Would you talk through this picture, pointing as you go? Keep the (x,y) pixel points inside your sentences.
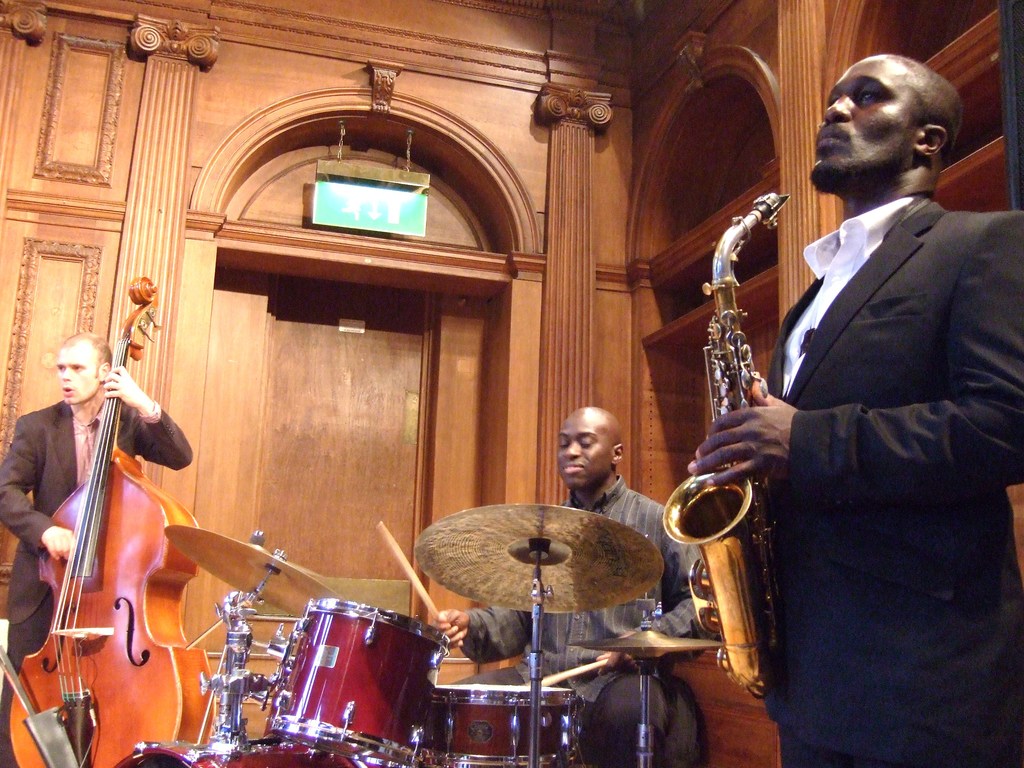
In this image I can see a group of men (867,413) are playing musical instruments (724,295). I can also see there is a drum (342,692).
